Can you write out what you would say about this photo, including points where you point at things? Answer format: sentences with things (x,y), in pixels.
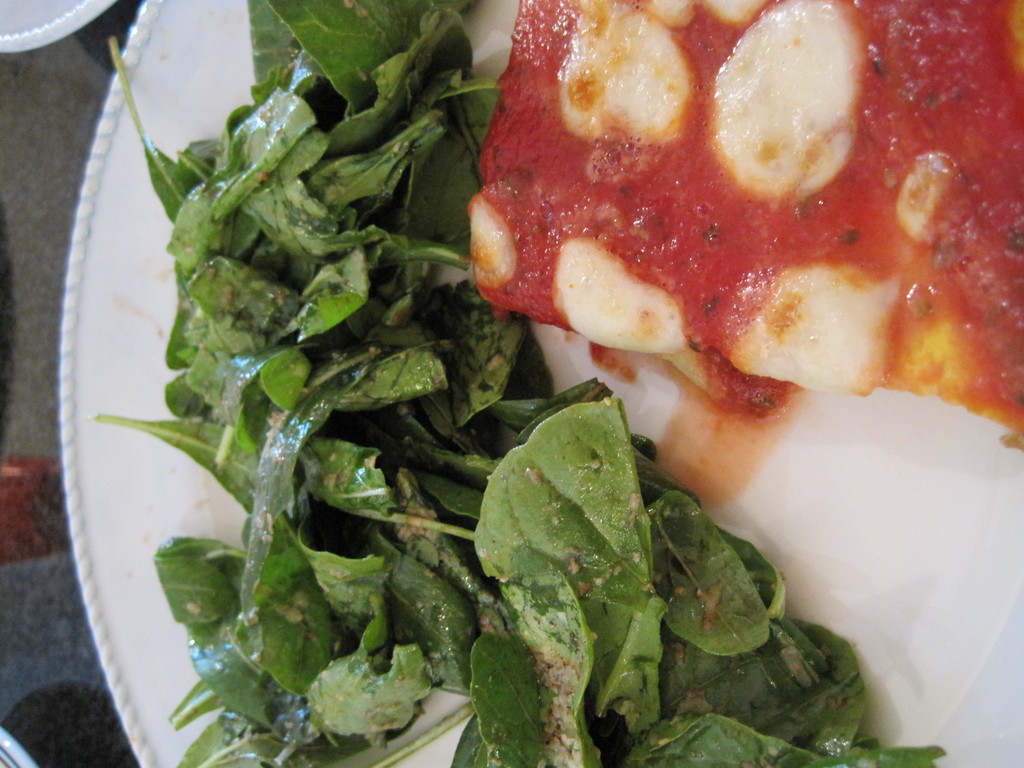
In this image we can see a plate (564,348) with some food (621,330) and the leaves (672,475).
